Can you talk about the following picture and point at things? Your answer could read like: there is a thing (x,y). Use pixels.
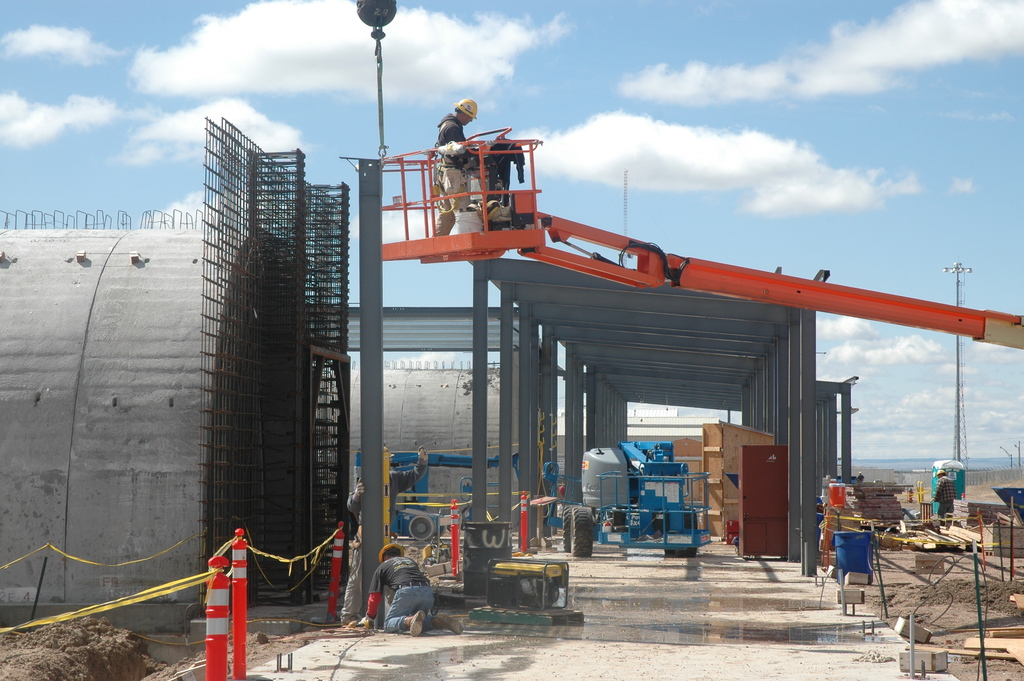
In this image, we can see some people (396,603) and some containers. We can see the ground (661,594) with some objects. We can also see a crane (1014,342) and some metal objects (247,576). We can also see the shed (585,319) and a few poles (1019,450). We can also see some wooden objects (773,440) and the sky (745,215) with clouds (742,145).
